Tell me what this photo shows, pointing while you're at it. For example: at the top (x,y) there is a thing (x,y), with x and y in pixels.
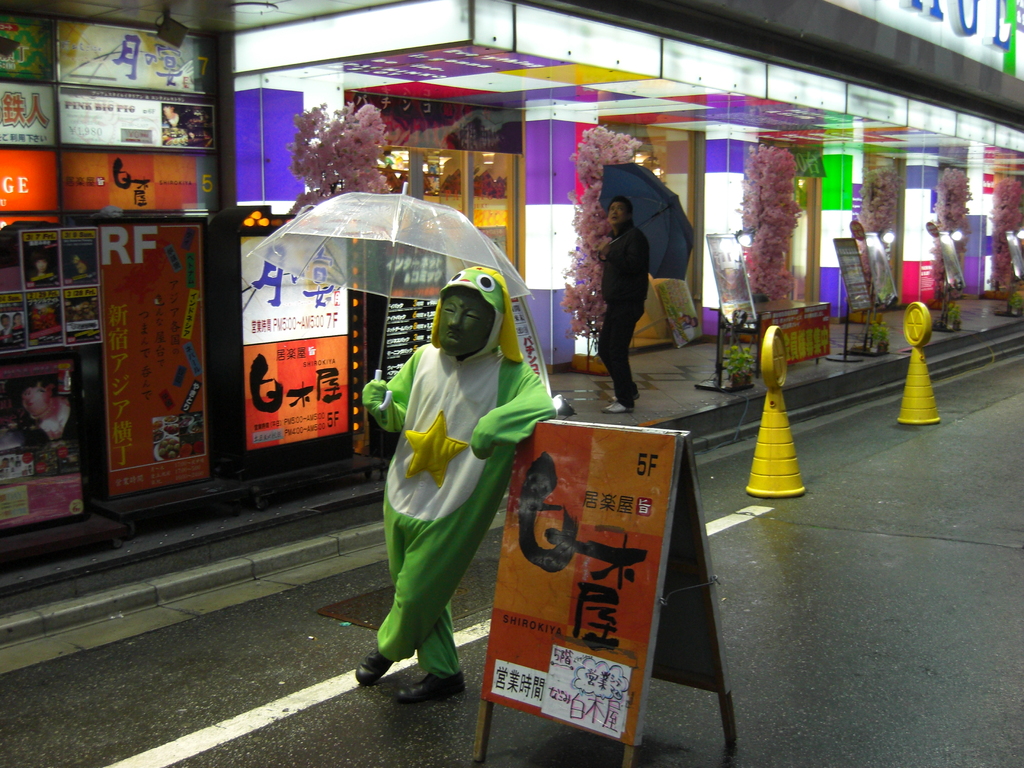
In this picture there is a man (476,436) who is wearing mask (454,326), green jacket (491,461) and black shoes (434,691). He is holding an umbrella (387,280). Beside him there is a advertisement board (553,556). On the right (772,381) there are two yellow traffic cones (765,469) on the road (919,440). In front of the door (673,180) there is a man (625,301) who is wearing black dress (600,343). shoes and holding an umbrella (663,226). Besides I can see some plants (775,274) and fencing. In the background (647,346) I can see the building (959,54). On the left (285,436) I can see the posts (142,266) which were placed on the wall (90,222).
